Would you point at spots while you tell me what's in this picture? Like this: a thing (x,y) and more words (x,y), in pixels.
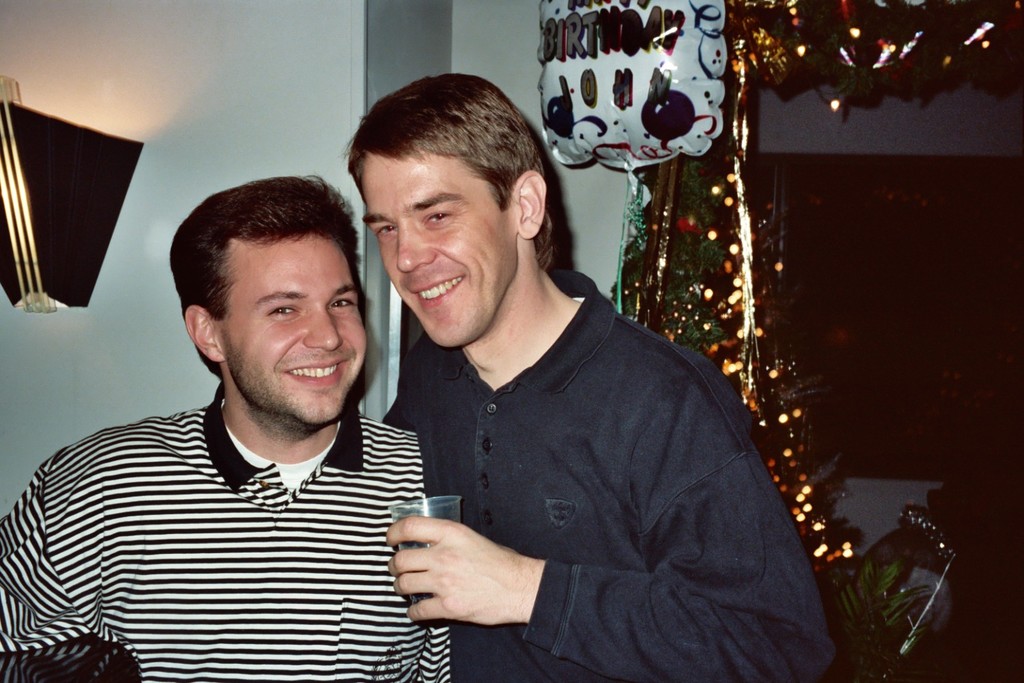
In this image we can see two people (542,468) smiling and among them a person (579,485) is holding a glass (404,504). Behind the persons (408,496) we can see a wall (350,138). On the right side (880,60), we can see decorative items (697,92).
